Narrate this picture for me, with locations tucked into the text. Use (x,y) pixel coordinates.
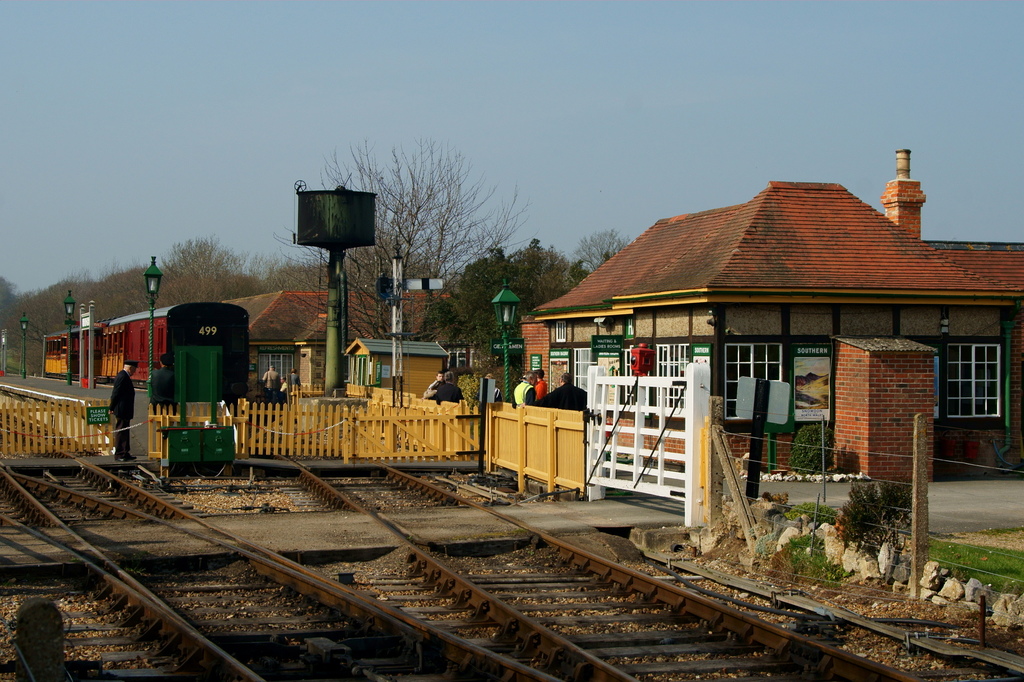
In this image we can see railway track (314,602), fencing (322,445) and a gate (591,451). Behind the fencing (501,445) we can see a group of trees (543,289), persons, houses (605,368) and poles (153,261) with lights (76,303). At the top (554,48) we can see the sky (506,48). On the right side of the image (878,533) we can see few plants (884,535).
